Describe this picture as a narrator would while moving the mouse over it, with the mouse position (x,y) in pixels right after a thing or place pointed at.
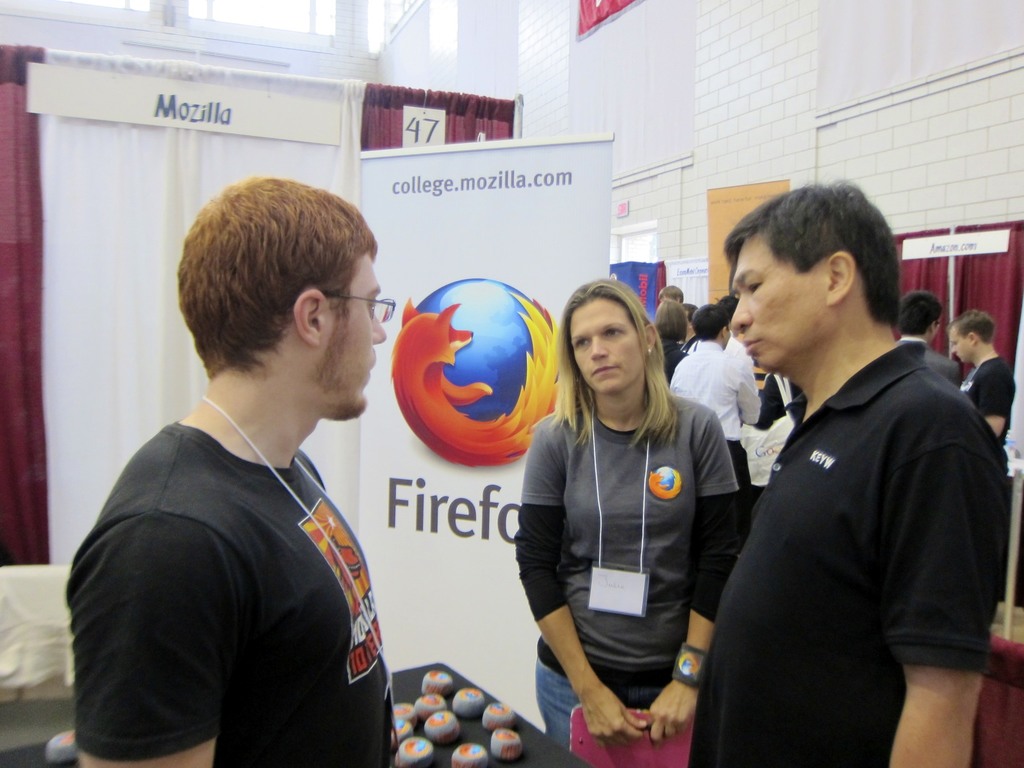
In front of the picture, we see two men (310,523) and a woman (628,454) are standing. In front of them, we see a table (535,744) on which round shaped objects (427,698) are placed. On the left side (36,615), we see a white bench (43,598). Behind them, we see a banner (412,297) in white color with some text (483,488) written on it. Beside that, we see the curtains (92,266) in white and maroon color. Behind them, we see the people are standing. On the right side (1004,296), we see a white wall (943,197), maroon curtain (972,284) and a white board (943,255) with some text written on it. In the background (622,266), we see the banners (675,272) in white and blue color with some text (645,273) written on it. At the top (287,12), we see the windows (287,12).
